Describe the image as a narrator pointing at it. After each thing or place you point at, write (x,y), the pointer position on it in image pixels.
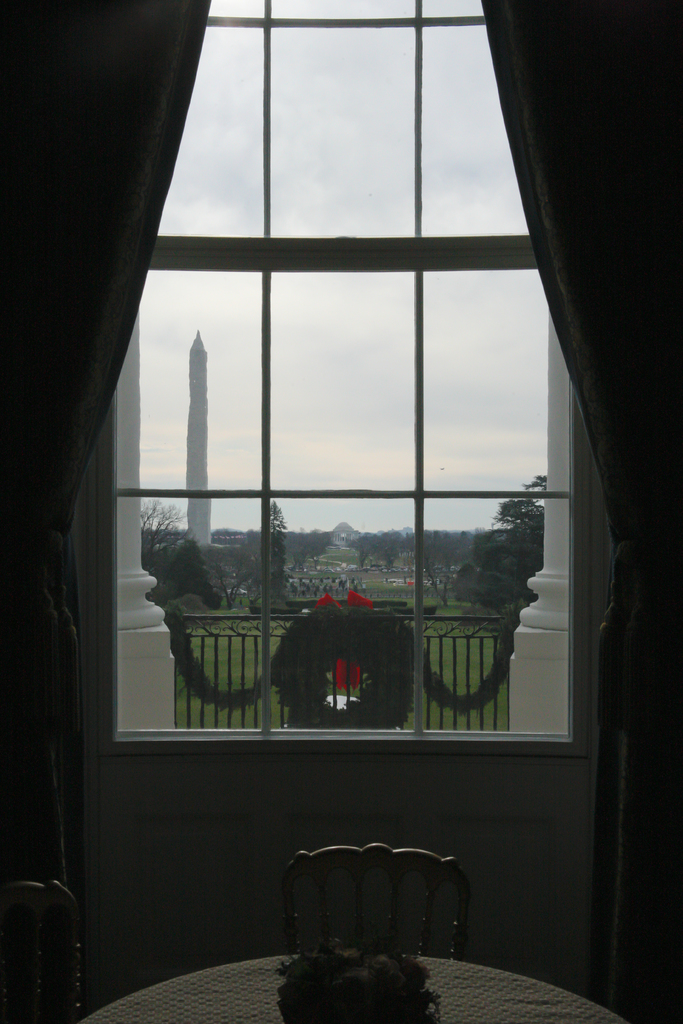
In this image we can see a window (425,715), curtains (617,758) and a wreath (350,713) on the railing (255,696). On the backside (478,664) we can see grass (460,664), a group of trees (476,606), buildings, a tower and the sky (428,395) which looks cloudy. In the foreground (438,987) we can see a basket (353,985) on a table (443,997) and some chairs (459,928).
